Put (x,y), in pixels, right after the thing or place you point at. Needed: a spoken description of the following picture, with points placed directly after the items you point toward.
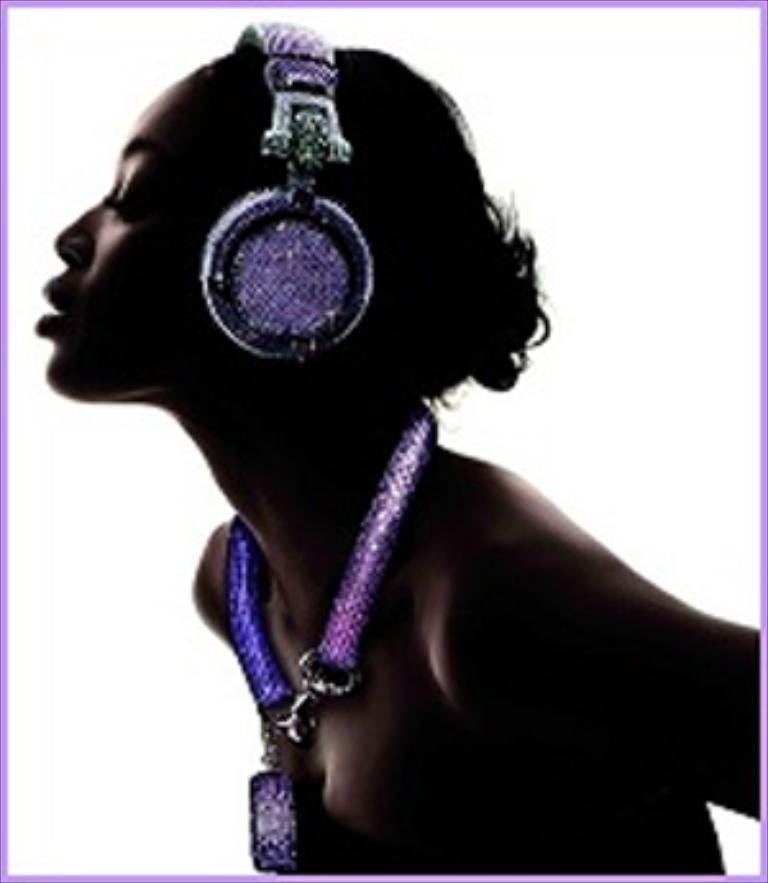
In this image we can see a woman (197,435) wearing a headset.
